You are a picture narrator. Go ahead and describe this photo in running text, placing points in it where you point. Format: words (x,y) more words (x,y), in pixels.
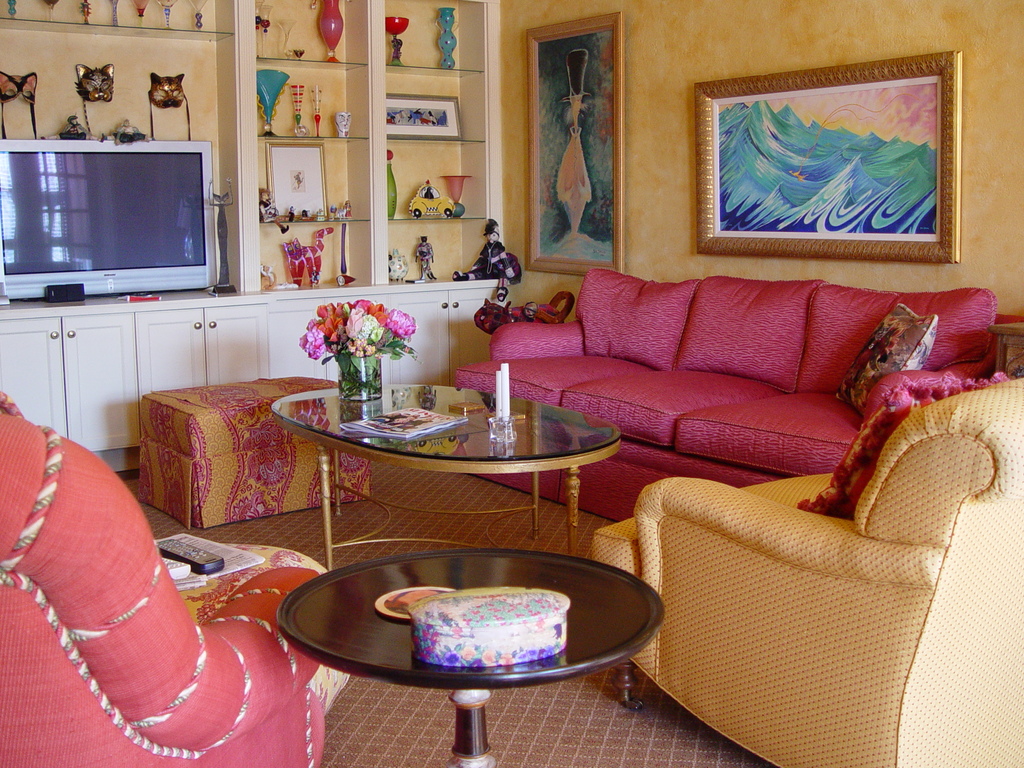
In the picture we can find a room (632,534) where there are sofas (674,542), table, television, decoration items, photo frames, and a wall (1020,272). On table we can find a flower vase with flowers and a book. On another table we can find a box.
